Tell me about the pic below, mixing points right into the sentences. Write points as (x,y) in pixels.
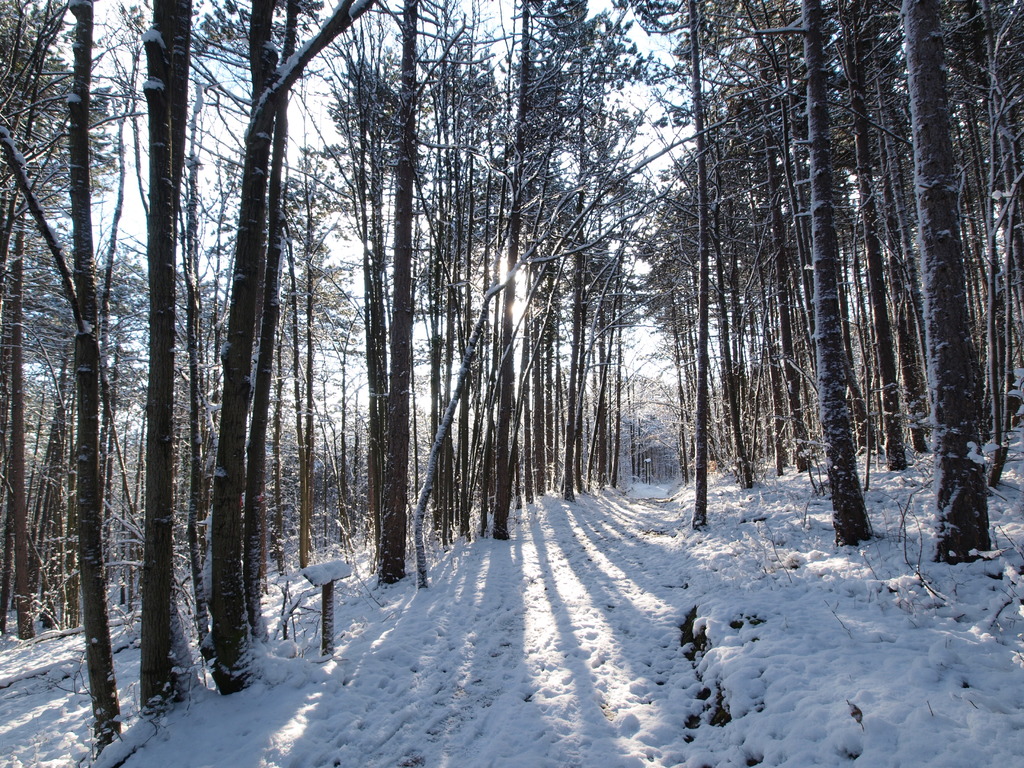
In this image in the center (570,507) there is snow (541,689) on the ground (544,653) and there are trees (473,404) in the background (479,417).
